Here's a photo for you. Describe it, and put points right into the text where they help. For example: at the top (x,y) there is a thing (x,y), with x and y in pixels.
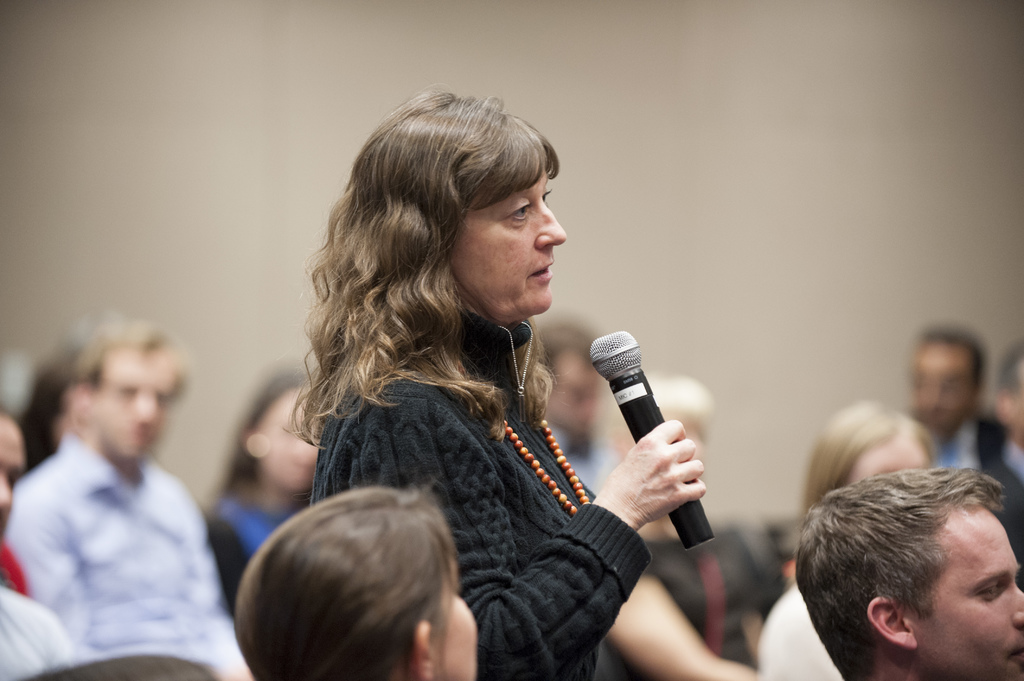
There is a women (471,377) in the given picture holding a mic (633,372) in her hand (651,487). She is wearing a black dress (486,513). In the background (99,495), there are some people (99,479) sitting here. We can observe a wall (466,80) here.
